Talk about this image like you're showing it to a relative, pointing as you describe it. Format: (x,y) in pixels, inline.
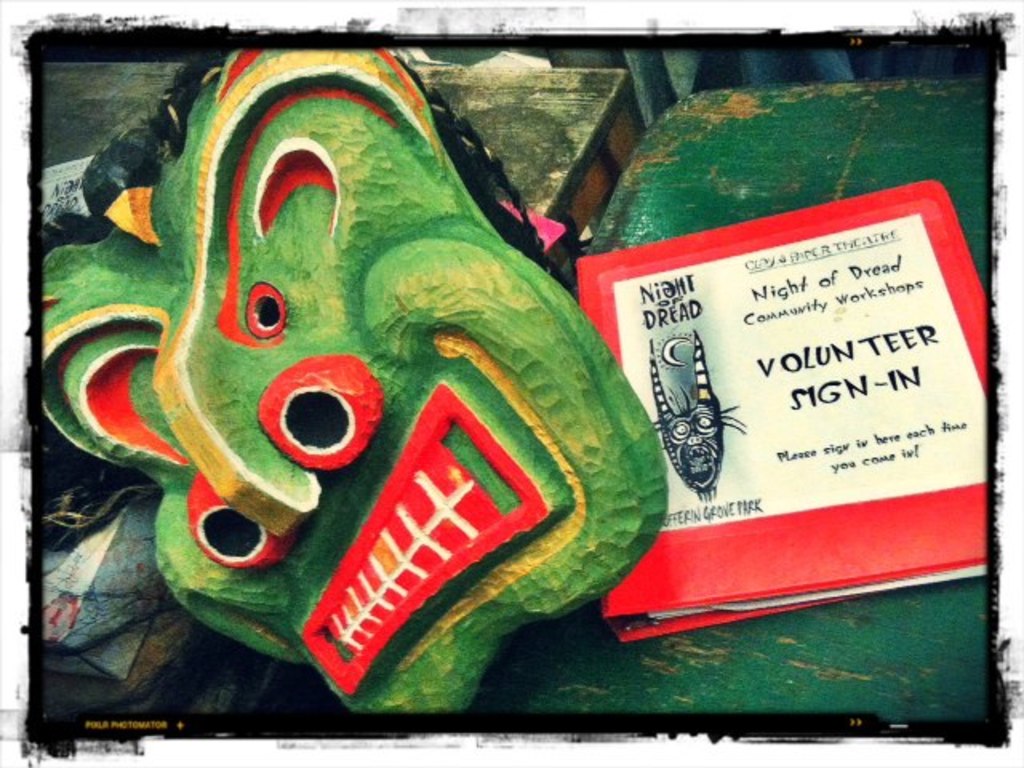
In this image there are tables (753,150), on the tables (672,141) there is a mask (539,435) and a file (743,340) and some objects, on the file (761,451) there is text (844,388).
